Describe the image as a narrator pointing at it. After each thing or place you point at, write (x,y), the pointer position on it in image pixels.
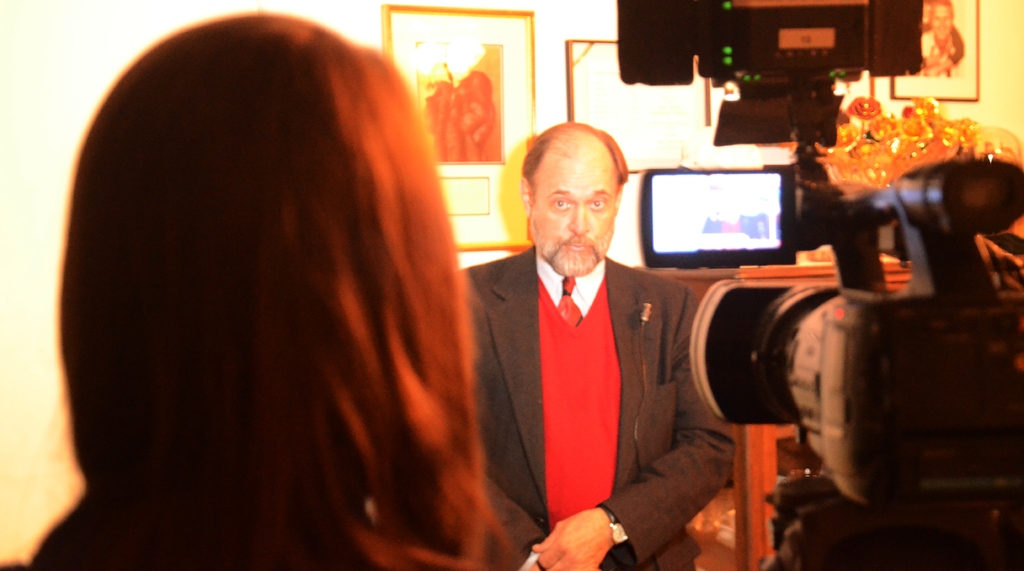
In this image there is a person (296,84) and a camera (721,398), and at the background (937,37) there is a person (600,266), frames (937,37) attached to the wall (557,79), television (740,205) and some objects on the cupboard (819,270).
